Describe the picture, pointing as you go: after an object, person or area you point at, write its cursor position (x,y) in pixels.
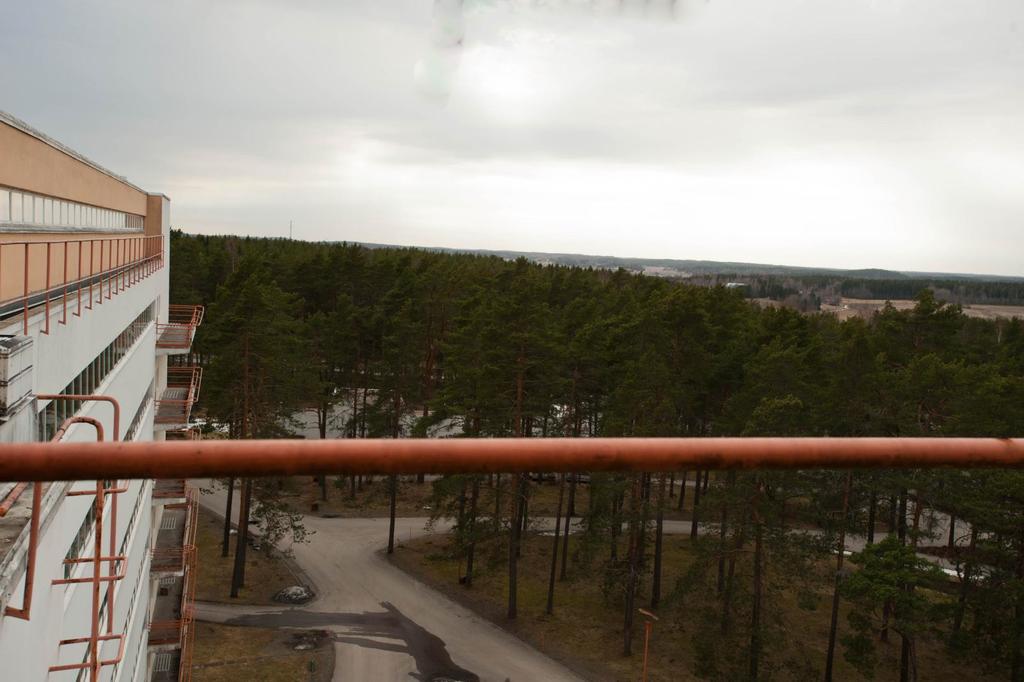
In front of the image there is a metal rod (411,452), beside the metal rod (447,444) there is a building (91,250) with metal rods (94,420), in front of the building (161,353) there are trees (692,319) and there is a road (364,557).
